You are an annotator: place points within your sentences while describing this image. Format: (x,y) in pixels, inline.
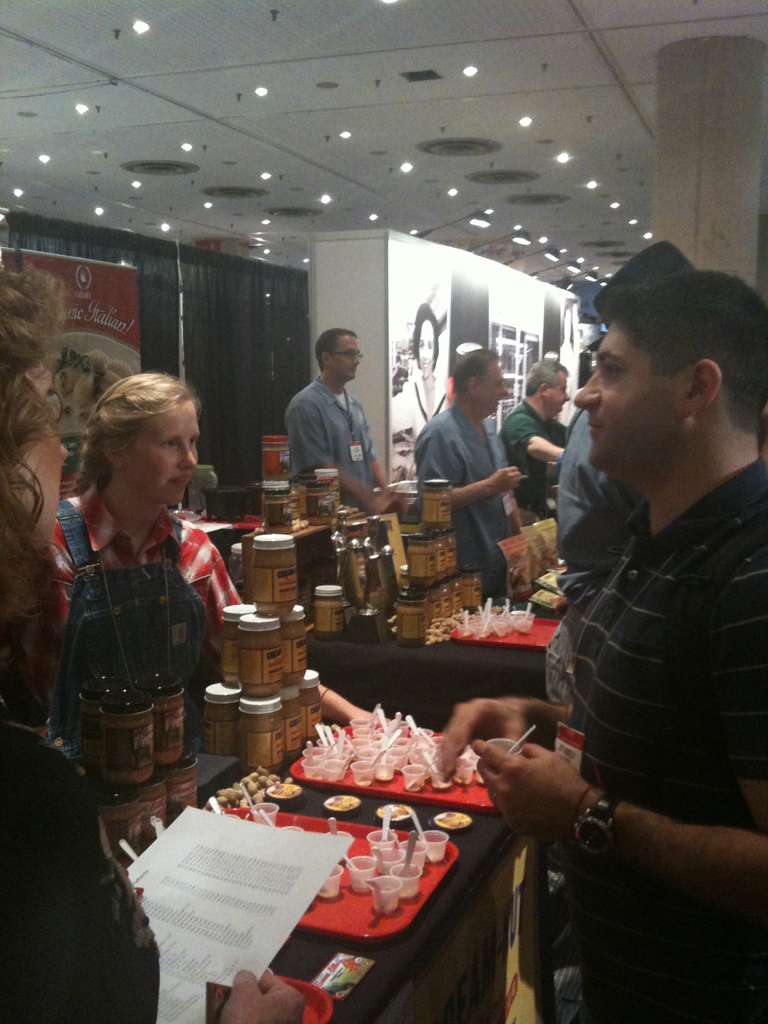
In this image I can see Persons (346,479), in front of the person (219,660) I can see a table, on the table (493,682) I can see bottles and trays (380,931), on the trays (399,923) I can see cups (430,840) and spoons (219,807), on the left (14,905) I can see a woman (30,790) holding a paper (187,815), at the top (218,87) I can see the roof (544,85), on the roof (634,85) I can see lights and a curtain (233,300) visible in the middle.
